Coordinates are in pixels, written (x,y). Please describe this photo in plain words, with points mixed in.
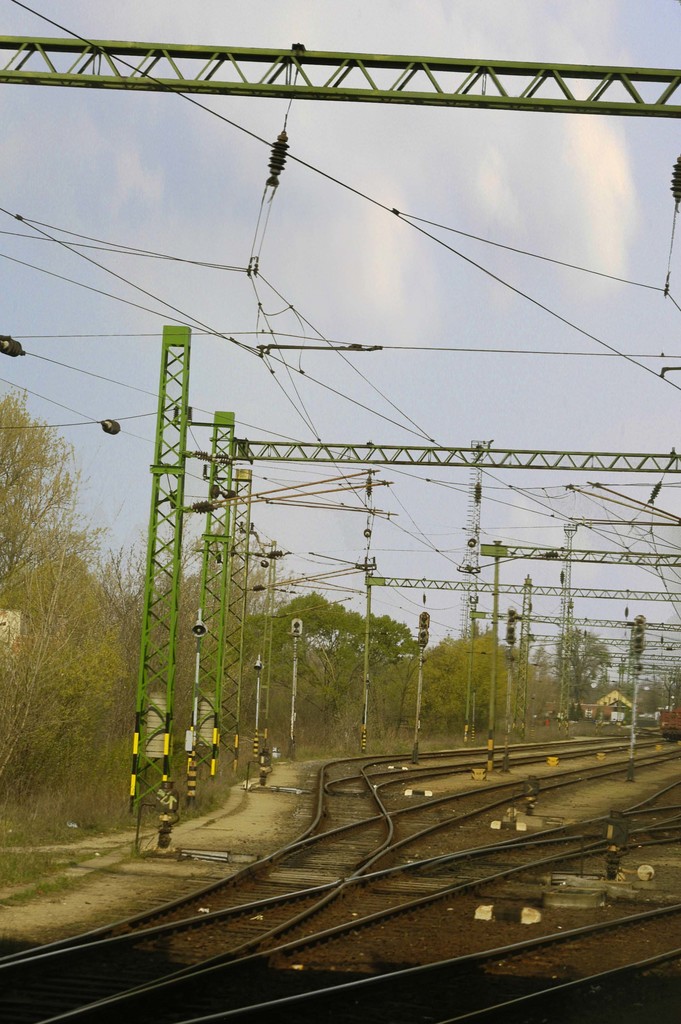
We can see railway tracks (488,983), current poles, wires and traffic signals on poles (424,635). We can see trees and sky (444,319) with clouds (418,282).
